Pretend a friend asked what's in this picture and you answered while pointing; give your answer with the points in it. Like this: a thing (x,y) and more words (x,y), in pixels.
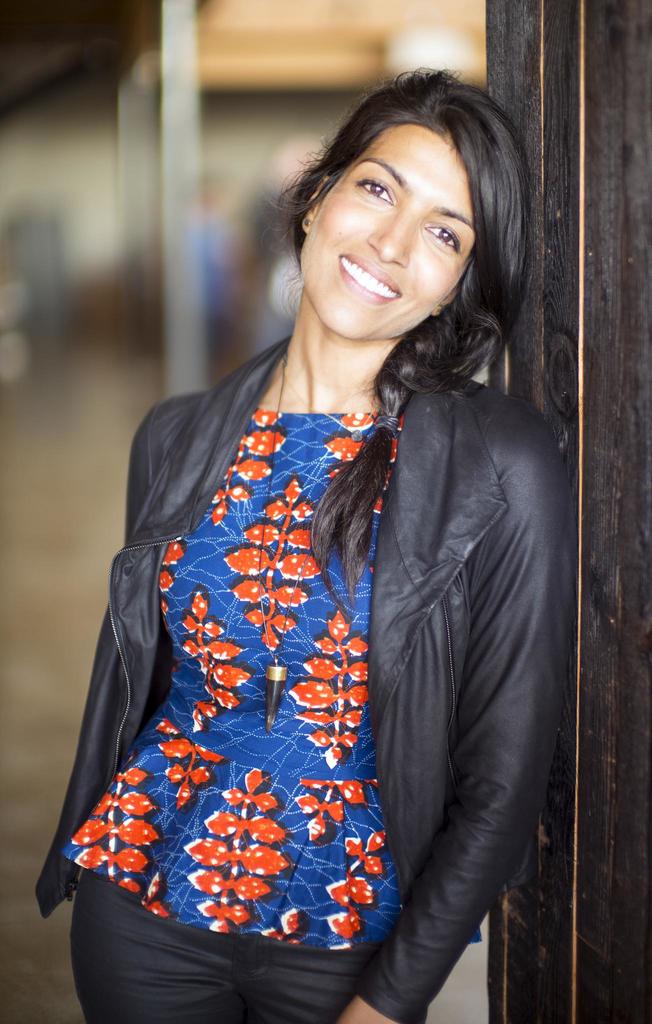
In this image I can see a woman (270,566) is standing, I can see smile on her face (434,286). I can see she is wearing black jacket (425,486), black pant (244,1007) and blue top (231,639). I can also see this image is blurry from background (277,93).
